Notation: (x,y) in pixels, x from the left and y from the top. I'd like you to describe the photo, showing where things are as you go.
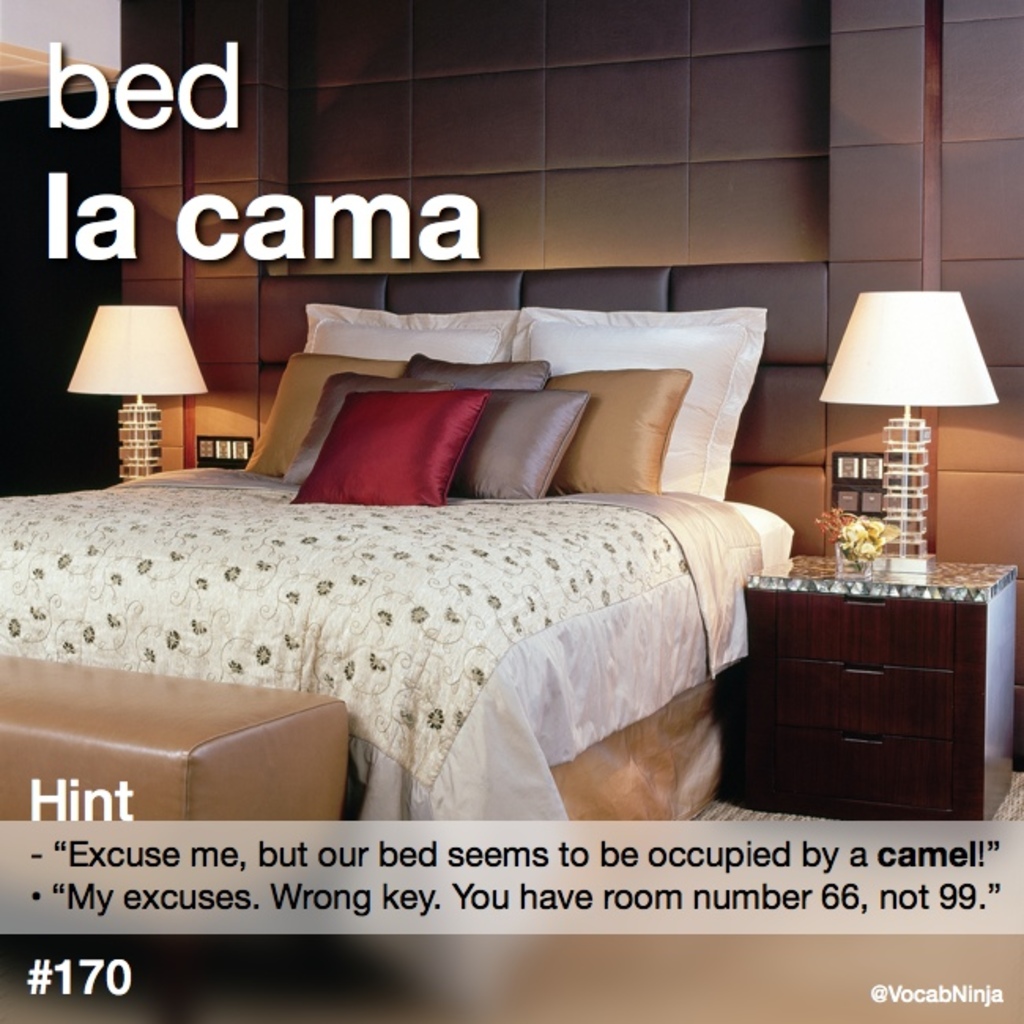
In this image we can see there is a bed (403,533) and pillows (487,470) on it, on the either sides of the bed (741,591) there is a lamp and flower pot (837,530), in the background (646,143) there is a wall (582,143). In the foreground of the image (224,881) there is some text (362,899).
